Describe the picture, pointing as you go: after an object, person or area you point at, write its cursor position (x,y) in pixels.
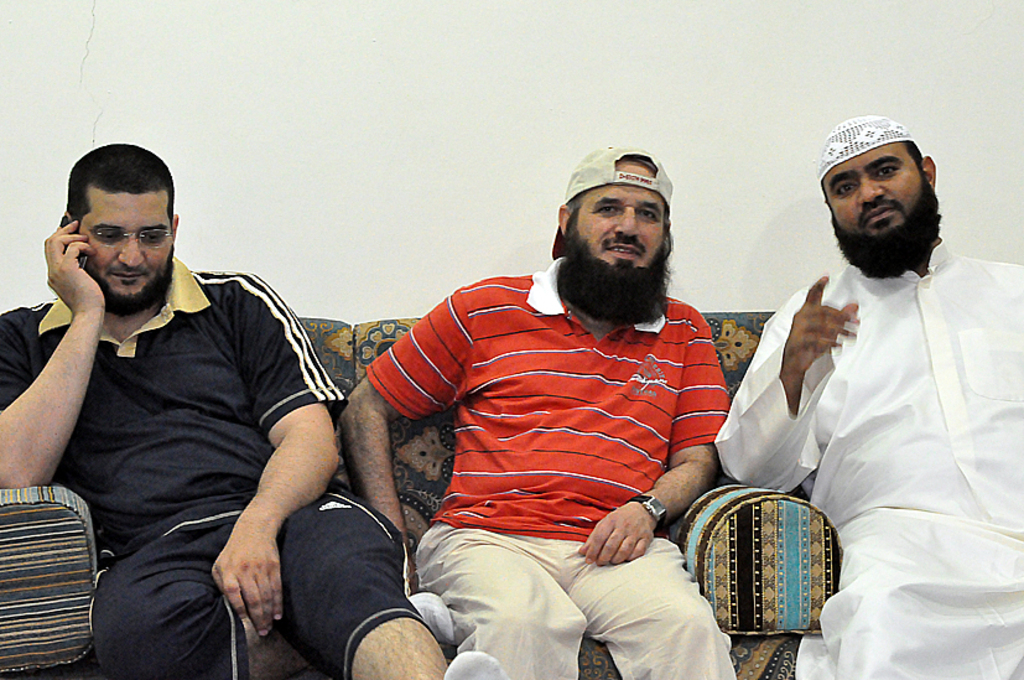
In this image we can see three people (532,388) sitting on the sofa (344,482). The man (270,508) sitting on the left (136,397) is holding a mobile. In the background (369,208) there is a wall (435,73).
